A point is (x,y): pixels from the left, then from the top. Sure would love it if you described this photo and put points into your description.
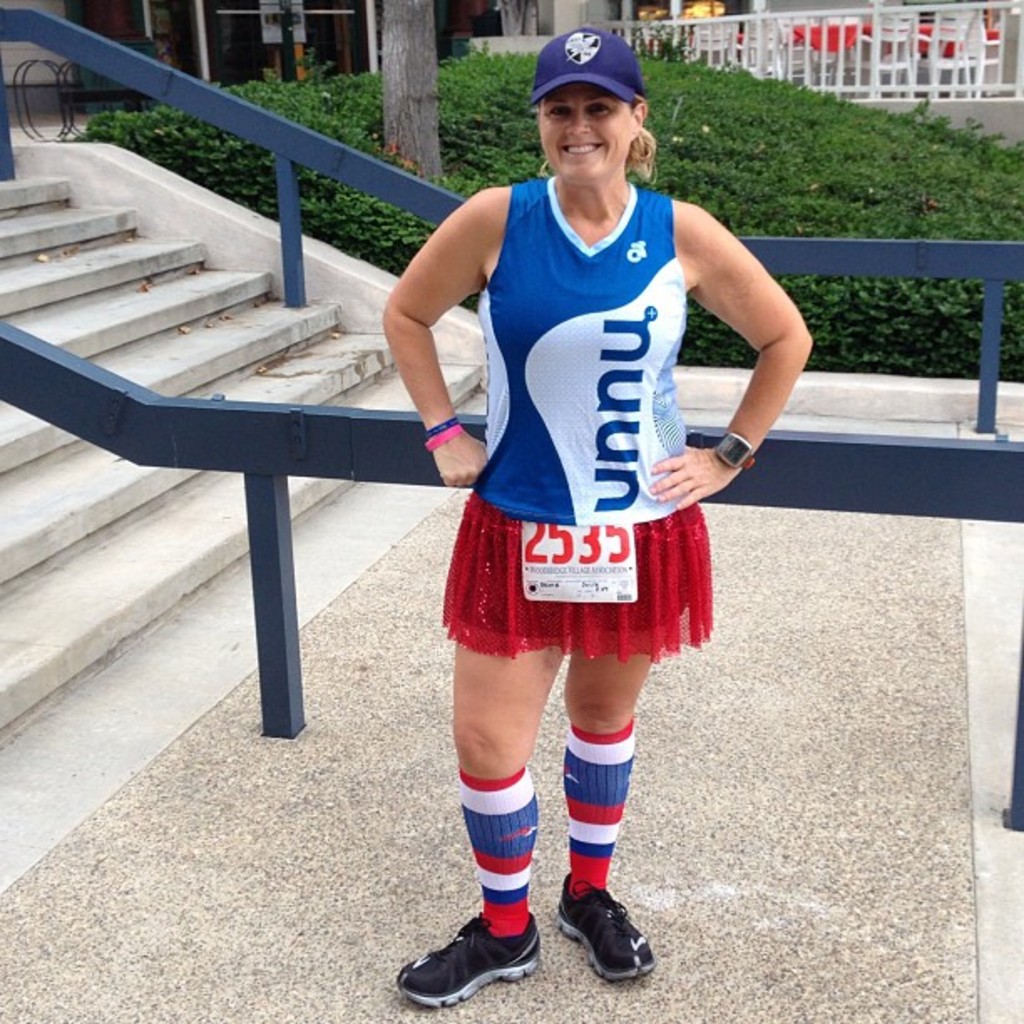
In this picture, we can see person (649,326), stairs (148,610), railing (218,103), grass (659,131), tree (394,35), floor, chairs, table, and we can see some stores (276,43).
